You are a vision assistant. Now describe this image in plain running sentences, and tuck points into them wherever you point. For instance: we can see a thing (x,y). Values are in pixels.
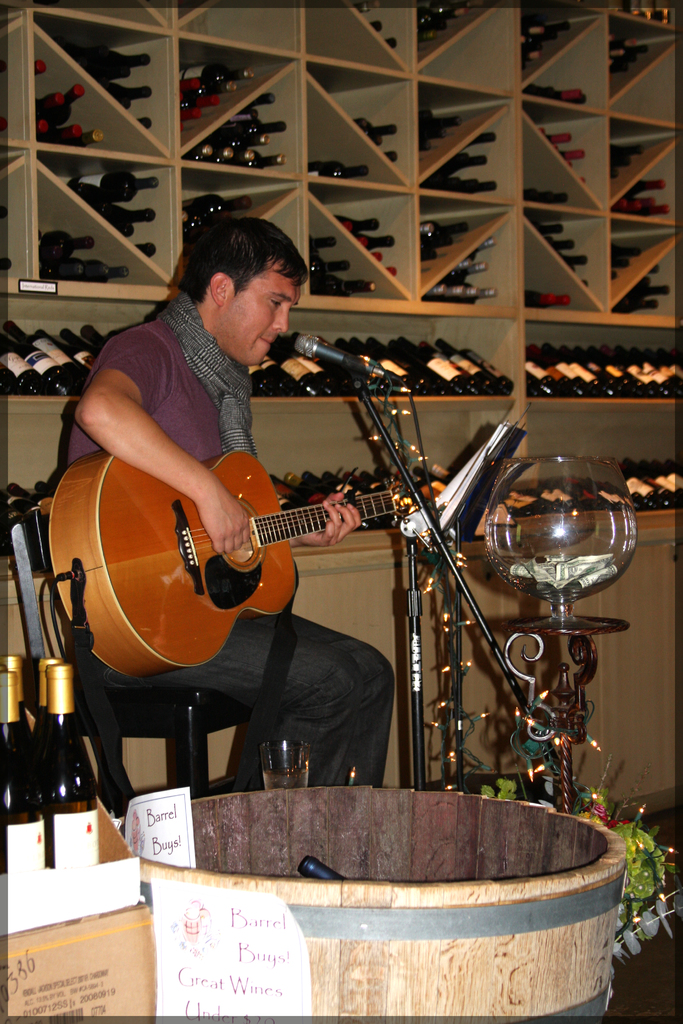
In this image i can see a man (246,655) is sitting on a chair (239,705) and playing a guitar (274,532) in front of a microphone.
